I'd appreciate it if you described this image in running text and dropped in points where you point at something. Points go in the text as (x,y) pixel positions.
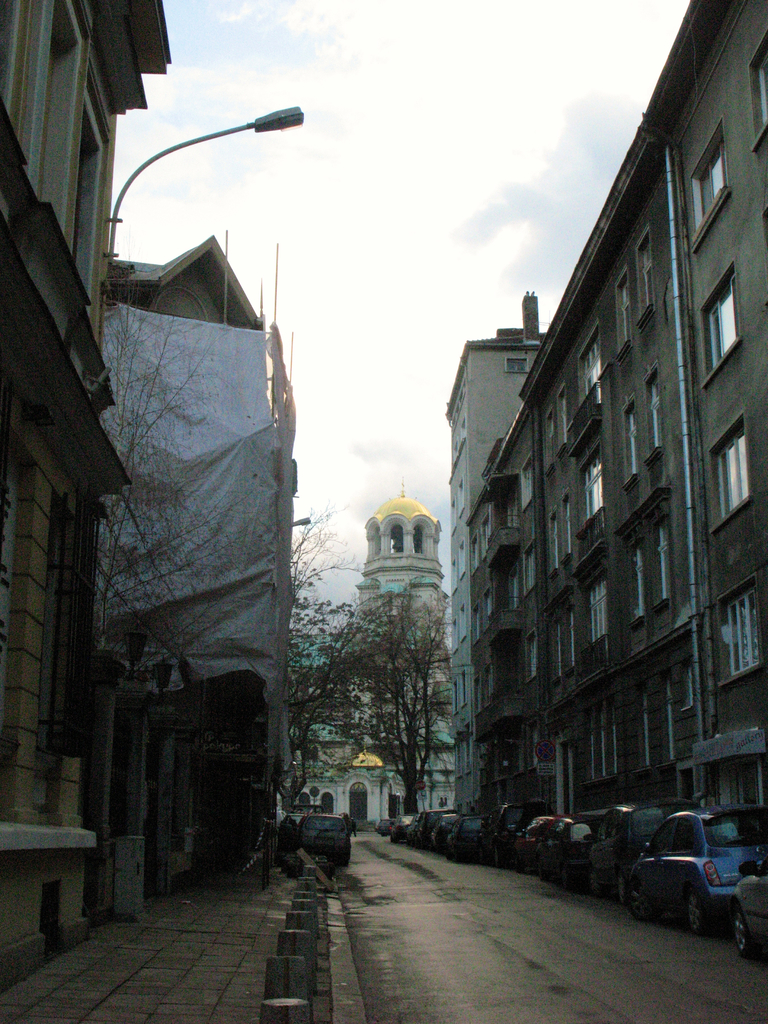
Here we can see cars (522,861), trees (404,714), poles (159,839), banner (723,754), and buildings (16,93). There is a road (442,951). In the background (405,367) there is sky (423,392).
